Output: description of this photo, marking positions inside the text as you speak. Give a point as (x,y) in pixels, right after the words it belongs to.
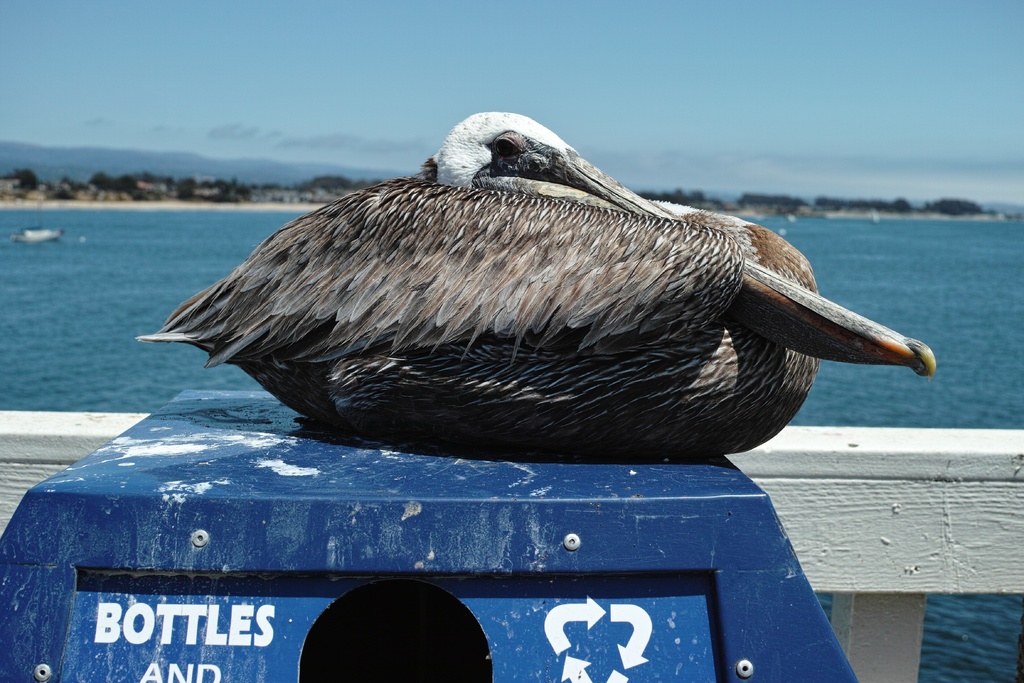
It's a bird (523,136) is sitting on the blue color box (377,518) and this is water (950,313).
